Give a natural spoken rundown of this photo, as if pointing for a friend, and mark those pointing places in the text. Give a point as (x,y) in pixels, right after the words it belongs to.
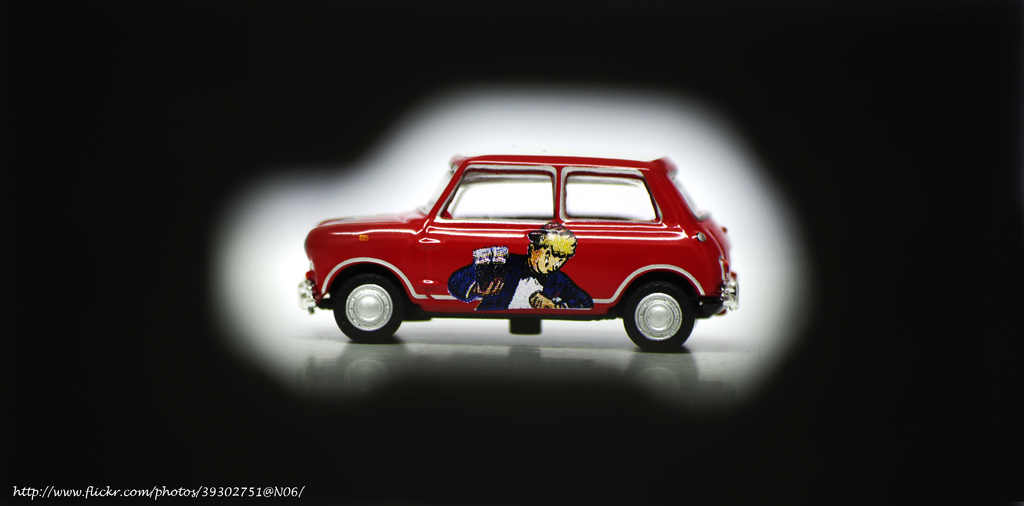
In this image there is a red color car (554,273) having painting (510,257) of a person (557,261) on it. Background (507,53) is in black color.
